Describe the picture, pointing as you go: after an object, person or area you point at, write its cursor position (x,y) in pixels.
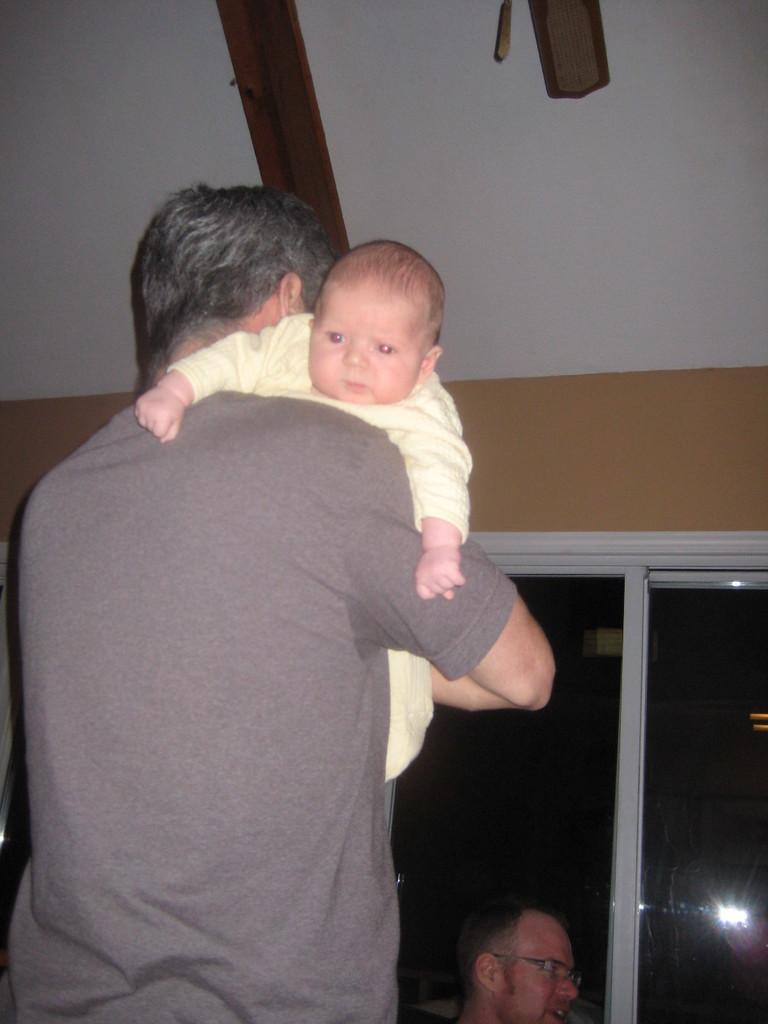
In this image I can see a person (463,697) holding baby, in-front of him there is another person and window (12,837) in the middle of wall (37,461).
